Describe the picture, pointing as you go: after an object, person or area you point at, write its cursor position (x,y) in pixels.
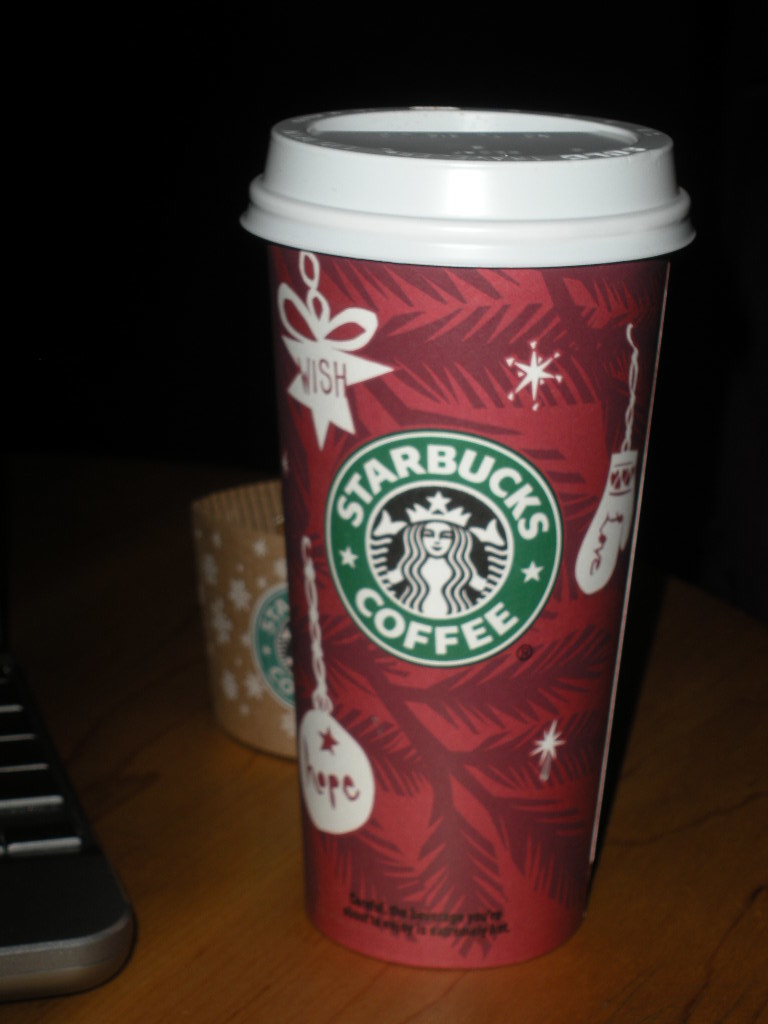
In this picture I can see a cup (344,589) on the table (139,843) and I can see dark background (240,334).
